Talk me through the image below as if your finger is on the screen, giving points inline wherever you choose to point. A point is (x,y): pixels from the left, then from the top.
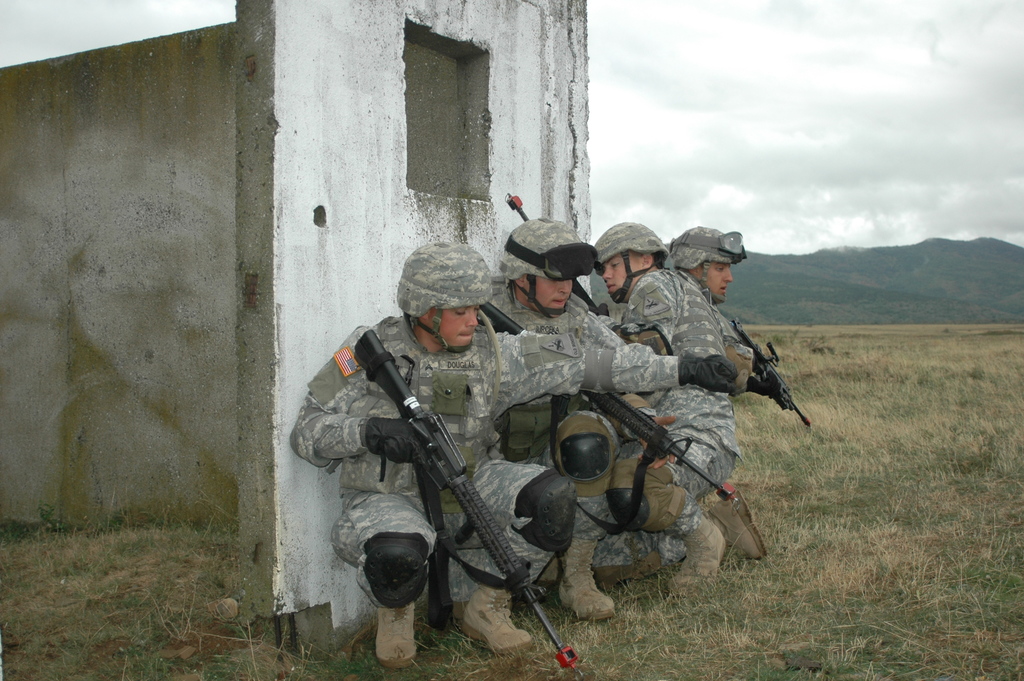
In this picture we can see four men (316,420) wore helmets (695,260), shoes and holding guns (409,400) with their hands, wall (333,296), grass (1019,429), mountains (884,271) and in the background (769,123) we can see the sky (816,123) with clouds (897,209).
